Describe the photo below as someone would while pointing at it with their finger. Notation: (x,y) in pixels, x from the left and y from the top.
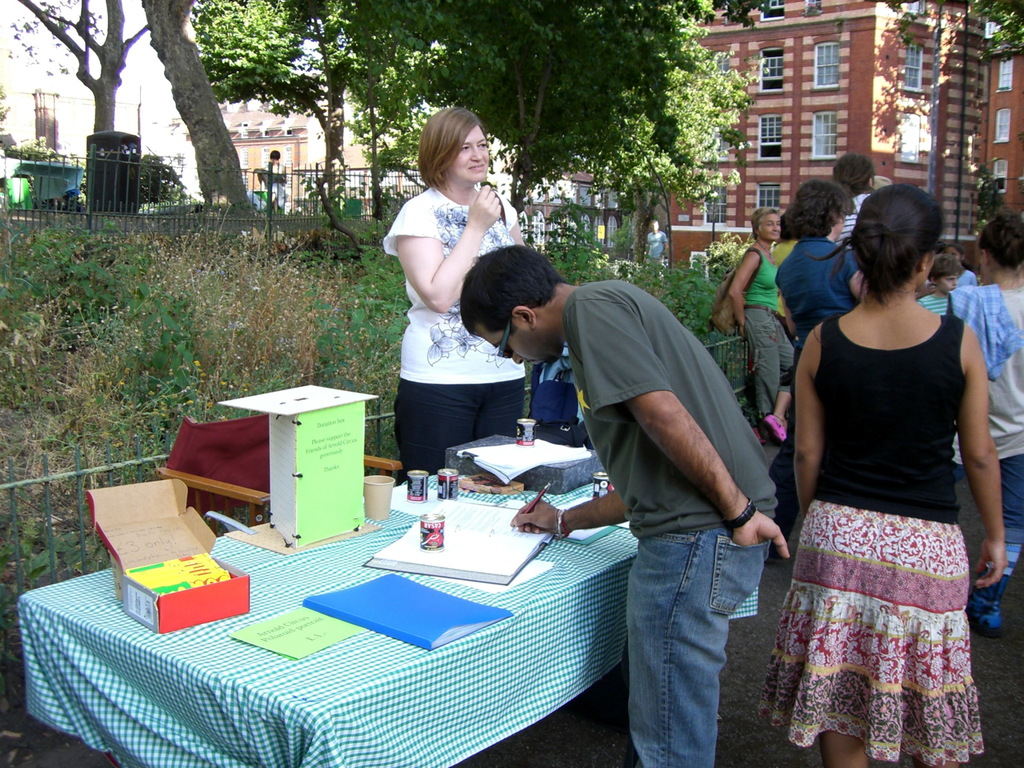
It is some Expo there is a table (512,623) on the table (529,595) there are some books (456,550) and tins (446,492) in front of the table (290,606) a woman (455,196) is standing to her right side there are also some other people (955,314) who are standing in the opposite side a man (692,346) wearing grey color shirt (665,456) is writing something on book (485,550), in the background (160,314) there are small plants (224,277), trees (226,74), big buildings (792,67) and sky (149,75).
